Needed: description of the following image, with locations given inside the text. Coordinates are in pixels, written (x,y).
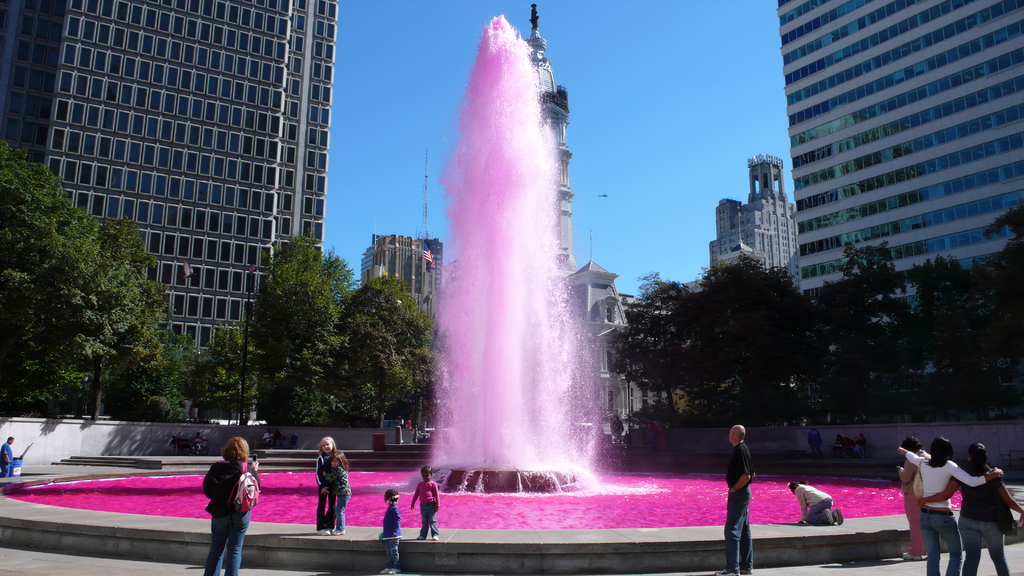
In this picture we can see a fountain (479,323) with water (634,507) in pink color. Here we can see some persons (923,523) standing and this women (238,575) is taking a picture of these two children (339,533). And in the background (263,47) we can see some buildings (750,206) and trees (344,354).
